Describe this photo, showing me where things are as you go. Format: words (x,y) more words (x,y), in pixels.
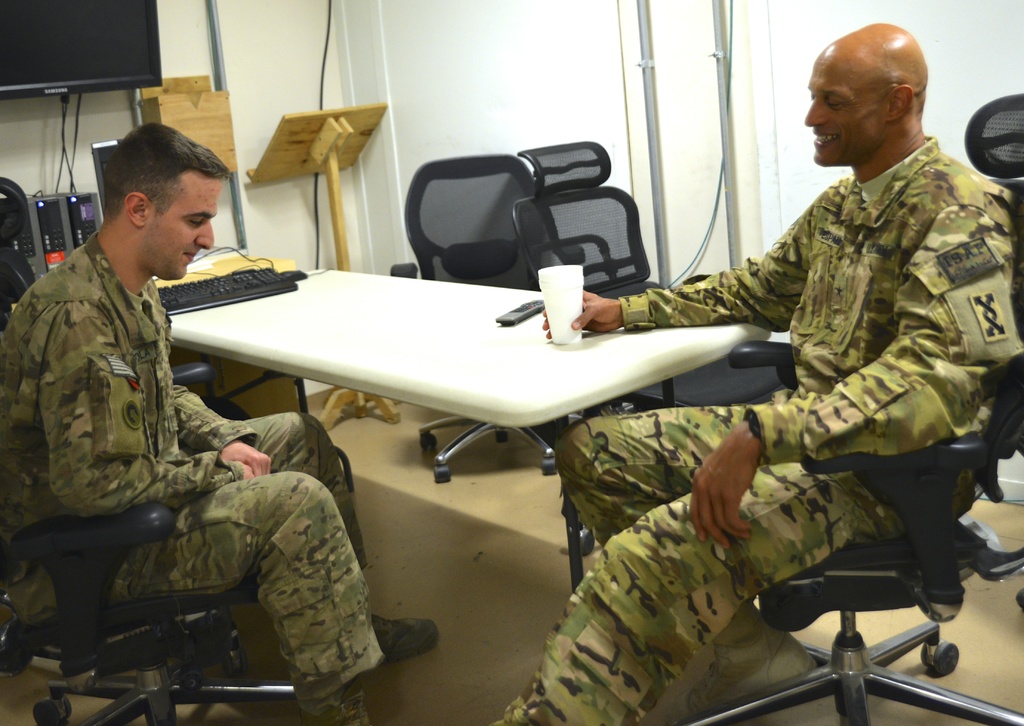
In this picture I can see on the right side (832,432) there is a man (839,416), he is talking and also holding a glass (555,320) with his hand (596,324). On the left side (136,355) there is a man (259,521) sitting on the chair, he is wearing an army dress (246,500). In the top left hand side (82,49) corner there is a t. v (62,70). on the wall (91,118). In the middle (581,375) there is a table (440,368) and there are chairs (511,266).
